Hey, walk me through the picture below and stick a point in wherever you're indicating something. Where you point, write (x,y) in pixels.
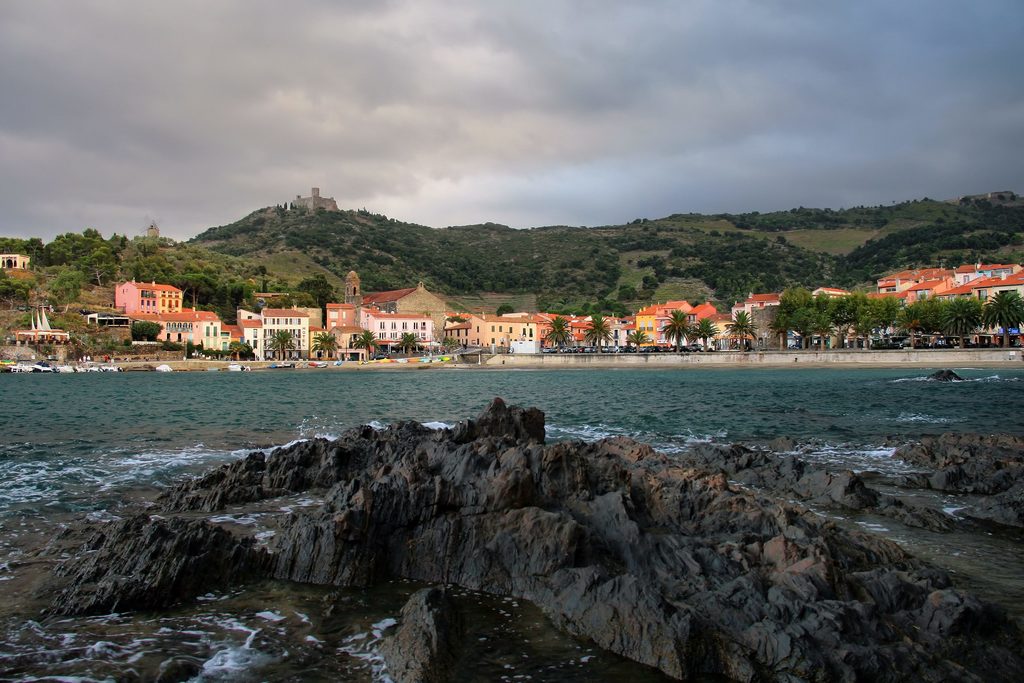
In this image I can see few buildings (330,306), windows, trees (527,240), fort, water (463,415), rock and few objects (238,363). I can see the sky (518,159).
